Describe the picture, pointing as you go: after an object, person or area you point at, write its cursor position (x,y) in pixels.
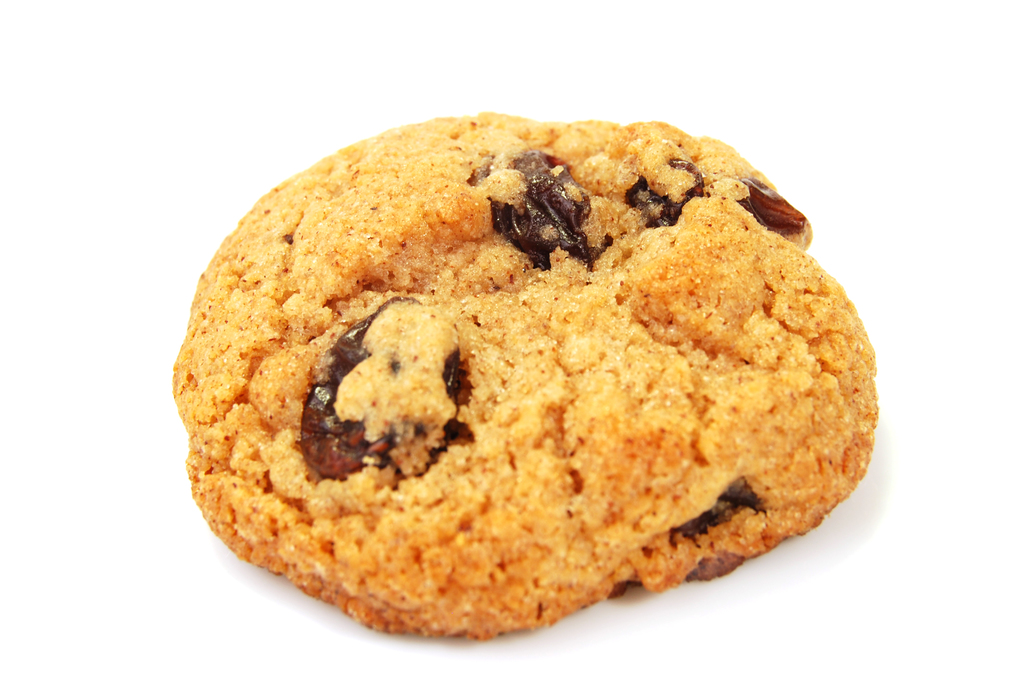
In this image I can see cookie (488,444) and there is a white background (159,108).
